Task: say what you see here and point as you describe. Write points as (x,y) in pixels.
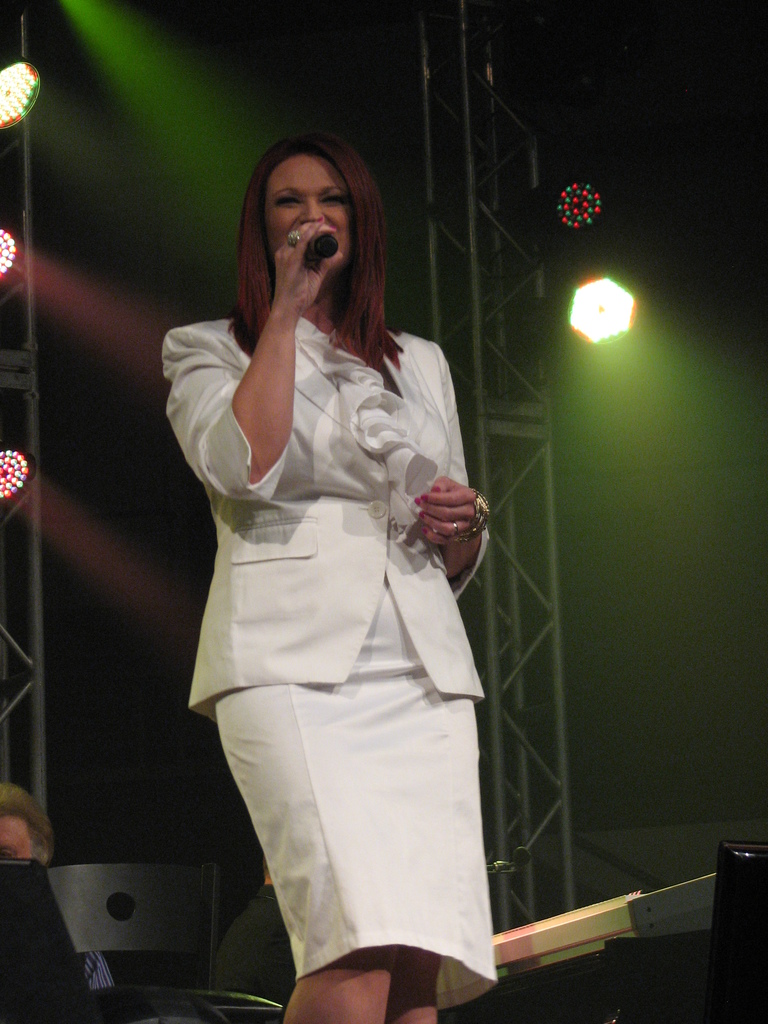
In the center of the image (339,656) we can see a lady (390,501) standing and holding a mic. In the background (603,204) there are lights (591,206) and we can see rods (429,112). At the bottom (134,961) there is a chair (144,898).
